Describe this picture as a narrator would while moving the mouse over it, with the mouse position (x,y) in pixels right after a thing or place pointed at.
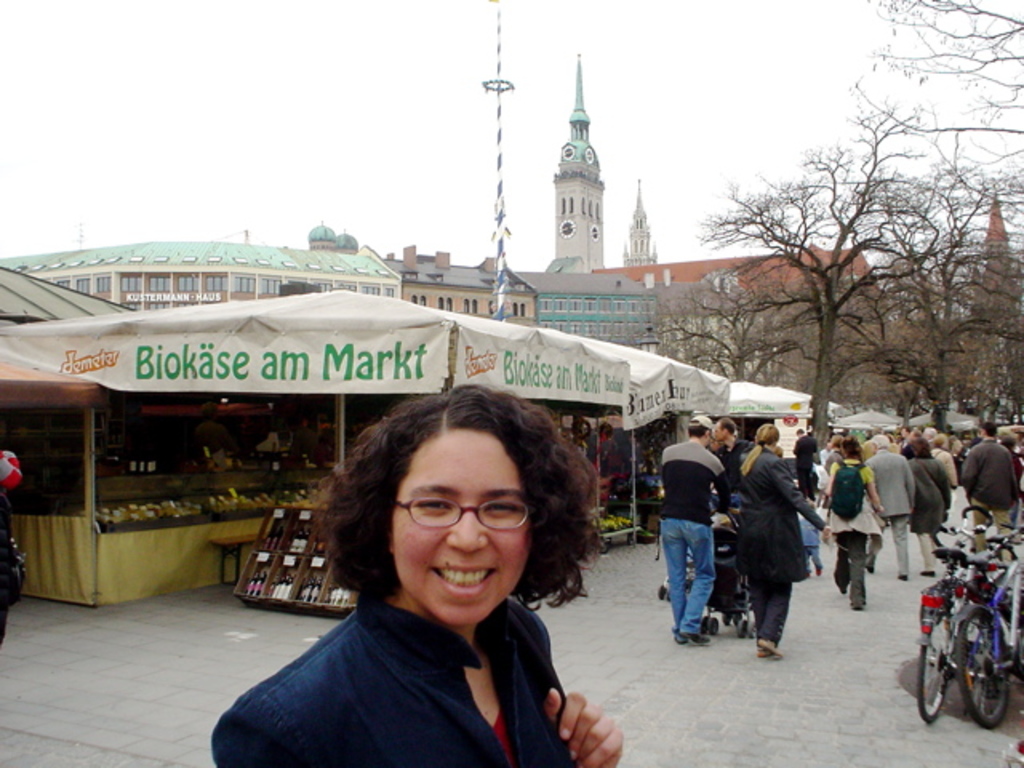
As we can see in the image there are group of people (541,543), baby stroller (727,556), bicycle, tent (472,335), banners (401,370), trees (831,349), buildings (566,265) and at the top (417,69) there is sky (429,47). The woman (416,573) standing in the front (427,651) is wearing blue color dress (371,703).
